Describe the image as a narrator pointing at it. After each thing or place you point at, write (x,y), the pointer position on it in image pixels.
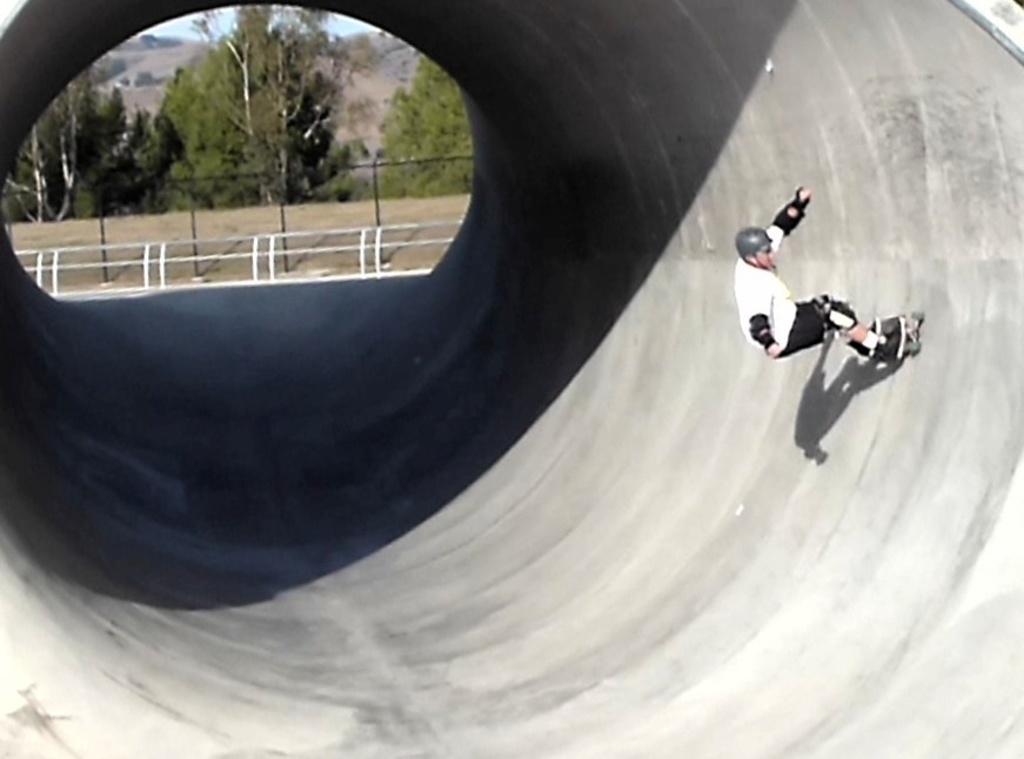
In this picture I can see trees (315,143) and a human (868,333) standing on the skateboard (905,333) and he wore a helmet (751,242) on his head (752,243) and I can see a metal fence (245,250).
